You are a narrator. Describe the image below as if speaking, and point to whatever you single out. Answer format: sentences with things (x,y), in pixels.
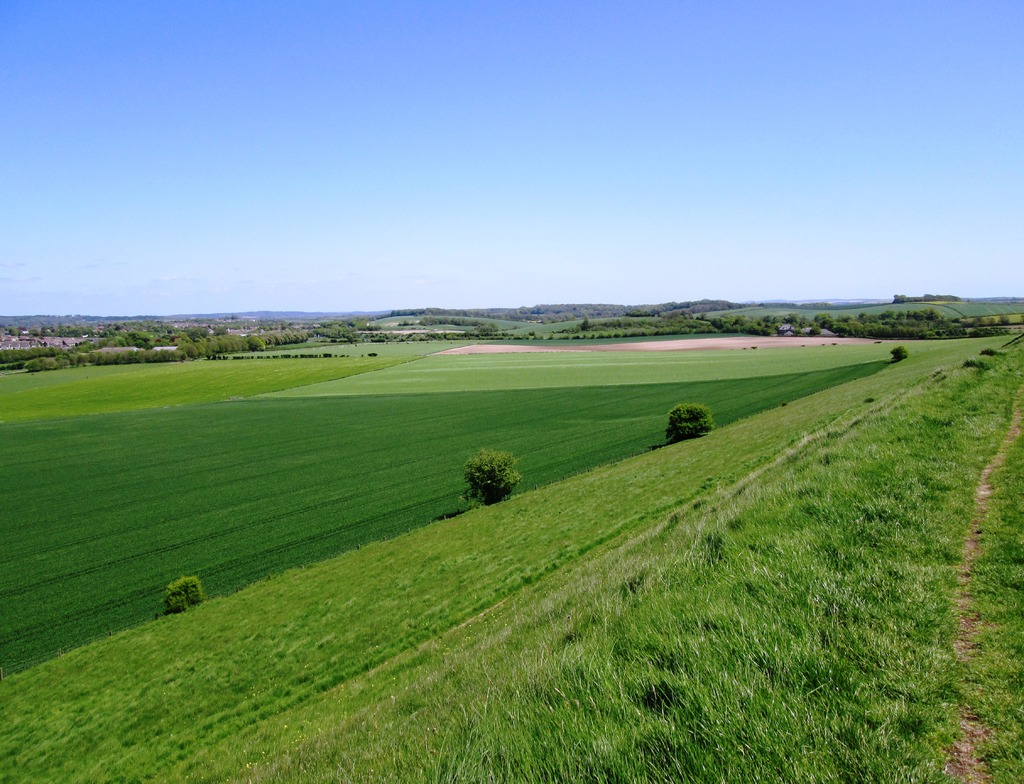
This image is taken outdoors. At the top of the image (286,192) there is a sky (744,221). At the bottom of the image (322,644) there is a ground (260,488) with grass (735,522), a few plants (186,592) and trees (130,359) on it.
